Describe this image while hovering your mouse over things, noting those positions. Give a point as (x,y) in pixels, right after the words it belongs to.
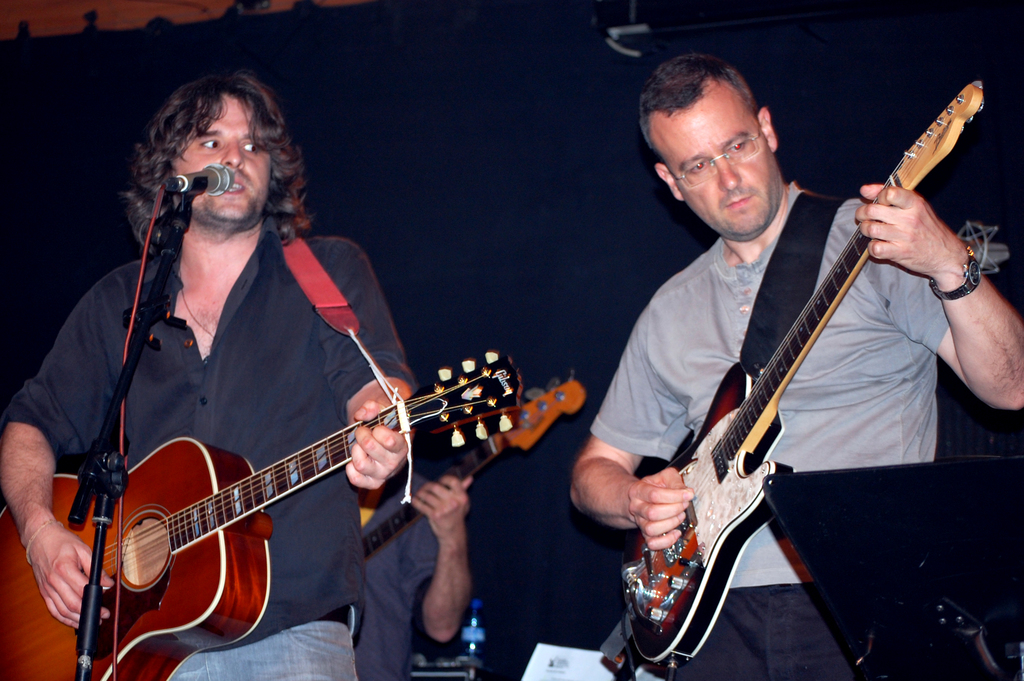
There are two persons (296,325) standing. They are holding guitar (708,475) and they are playing guitars (263,527). This is a mike (184,182) with a mike stand (97,534). At background (397,652) I can see another person (400,590) standing. This is looks like a water bottle (478,625).
